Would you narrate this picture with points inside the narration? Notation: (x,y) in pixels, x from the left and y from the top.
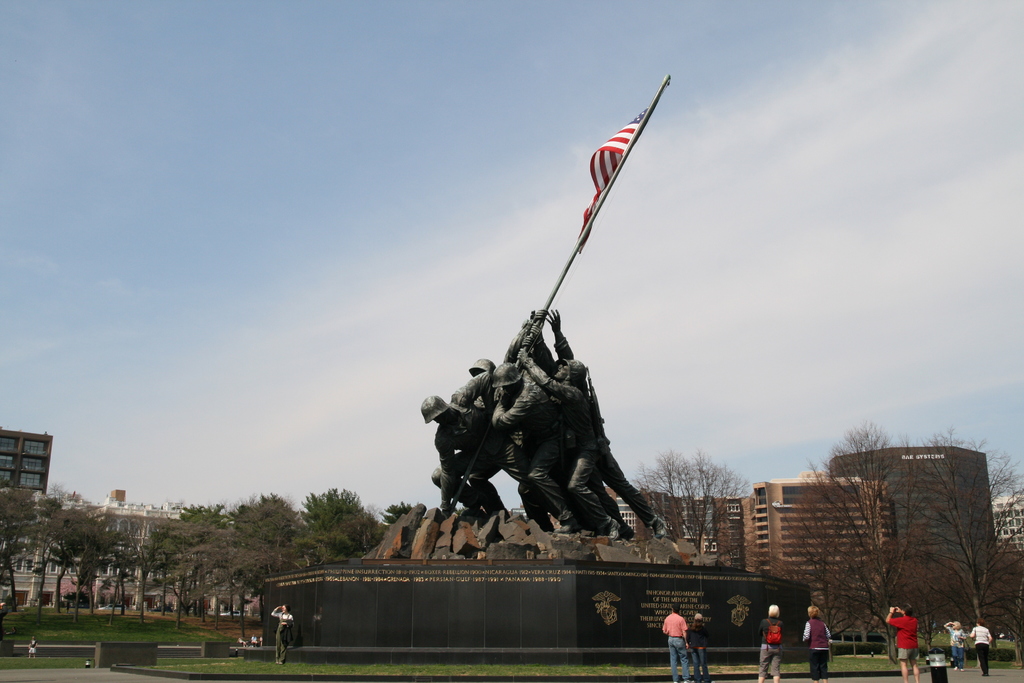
In the middle of the image (496,376) we can see few statues (475,440) and a flag (623,145), in the background (883,513) we can find few buildings (848,492) and trees (832,627), also we can see group of people (688,655).
